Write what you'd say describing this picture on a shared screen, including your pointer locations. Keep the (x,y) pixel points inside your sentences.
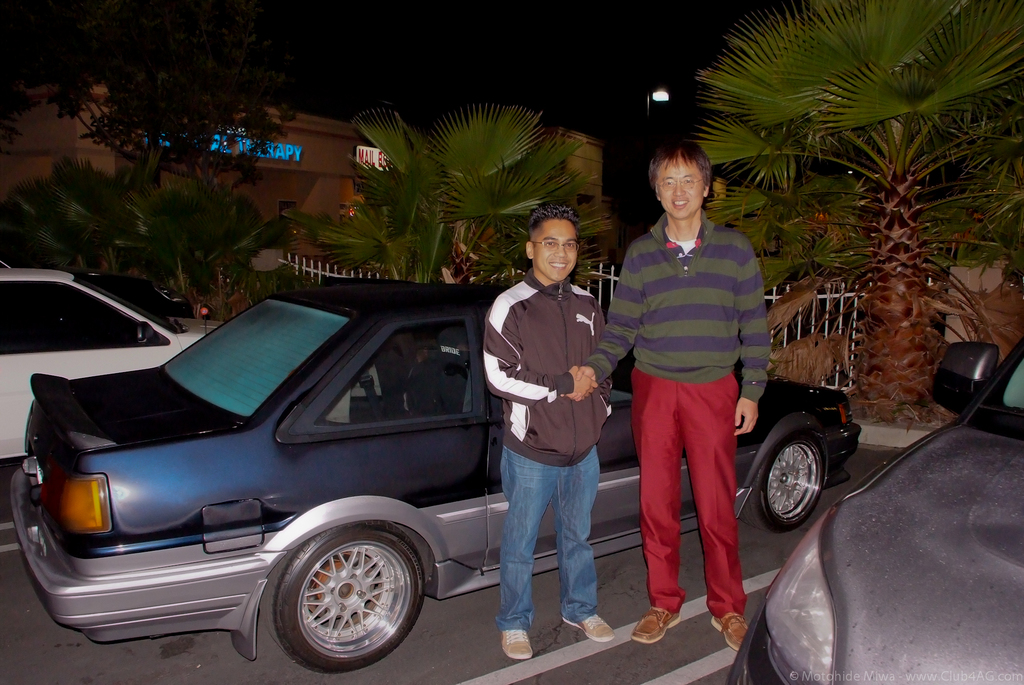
In this image in the center (658,446) there are persons (655,420) standing and smiling and shaking hands (583,388) with each other, there are vehicles (333,450). In the background (451,223) there are trees (461,216), there is a building (314,174) and on the building (291,157) there is some text (368,150) written on it and there is a light pole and there is a fence (603,286) which is white in colour.
